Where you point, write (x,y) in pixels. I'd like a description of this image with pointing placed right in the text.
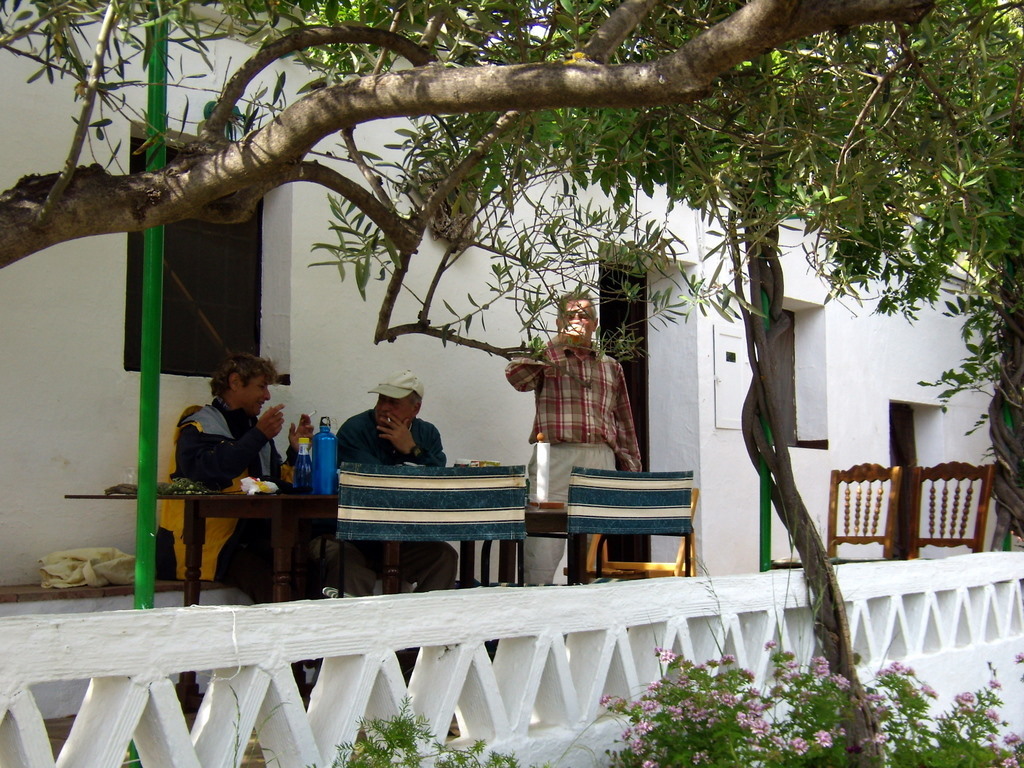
In this image i can see three people (392,443), two are sitting on chairs (413,470) in front of a table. I can also see if there is a house (303,269) and few trees (518,307).
